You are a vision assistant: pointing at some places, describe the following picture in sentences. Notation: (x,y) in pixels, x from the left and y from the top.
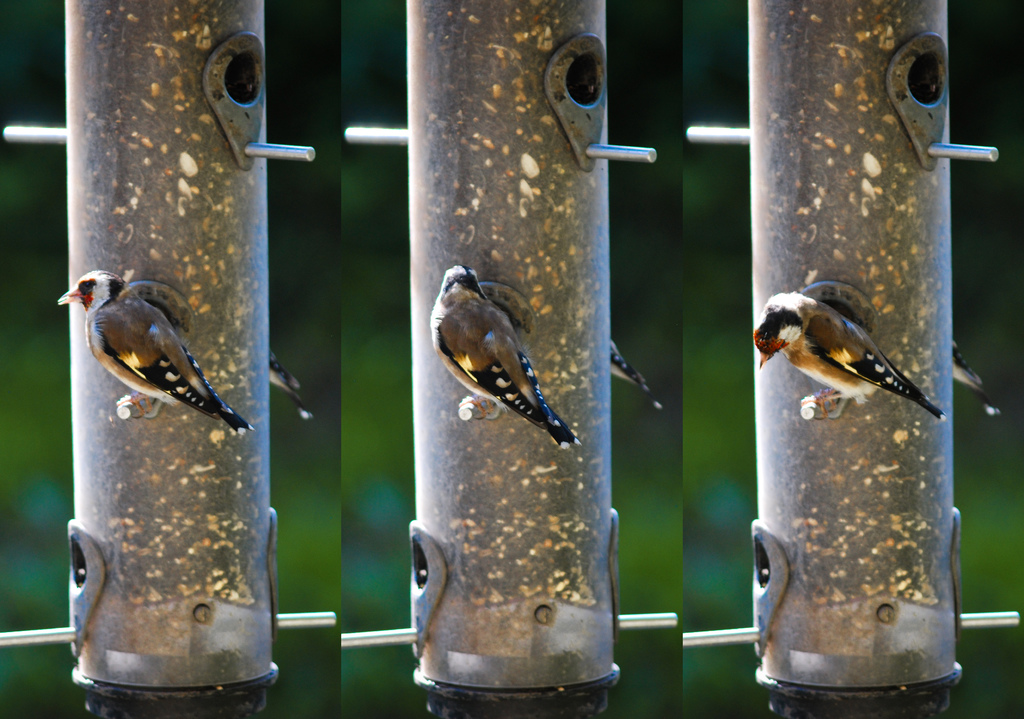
This picture is collage of three pictures. On each picture, there is a pole (769,389). On the pole (793,279), there is a bird (138,352) in different angles can be seen in the pictures.
